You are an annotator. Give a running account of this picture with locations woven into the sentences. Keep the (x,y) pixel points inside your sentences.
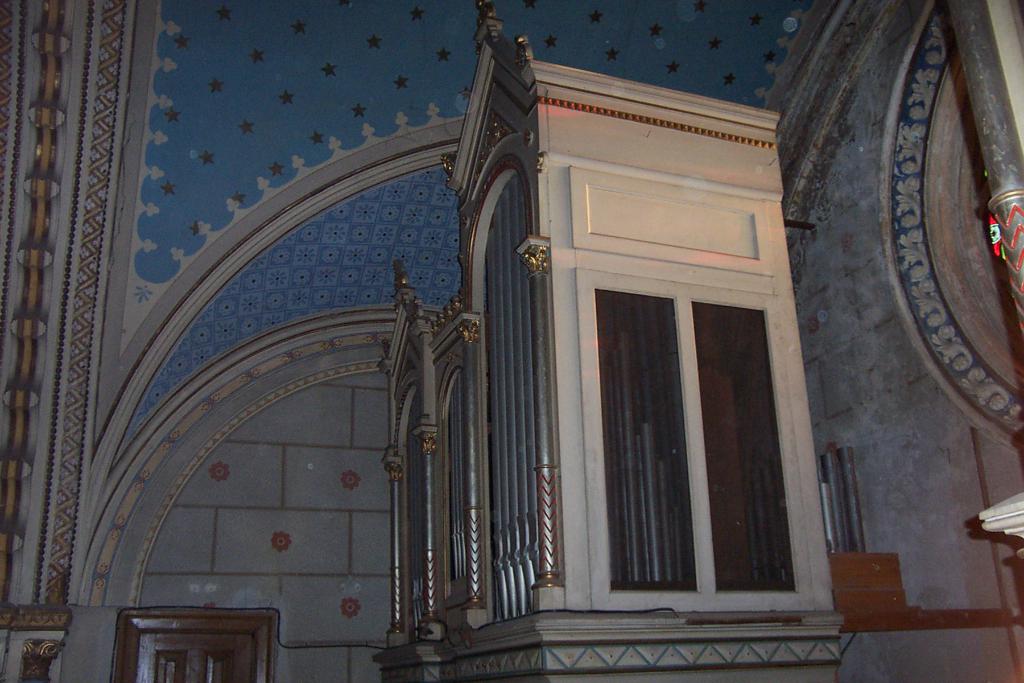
In this picture I can see the pipe organ (538,508) which is placed near to the wall (874,441). In the bottom left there is a door (207,632). On the right (988,21) I can see the pillar (988,21).
